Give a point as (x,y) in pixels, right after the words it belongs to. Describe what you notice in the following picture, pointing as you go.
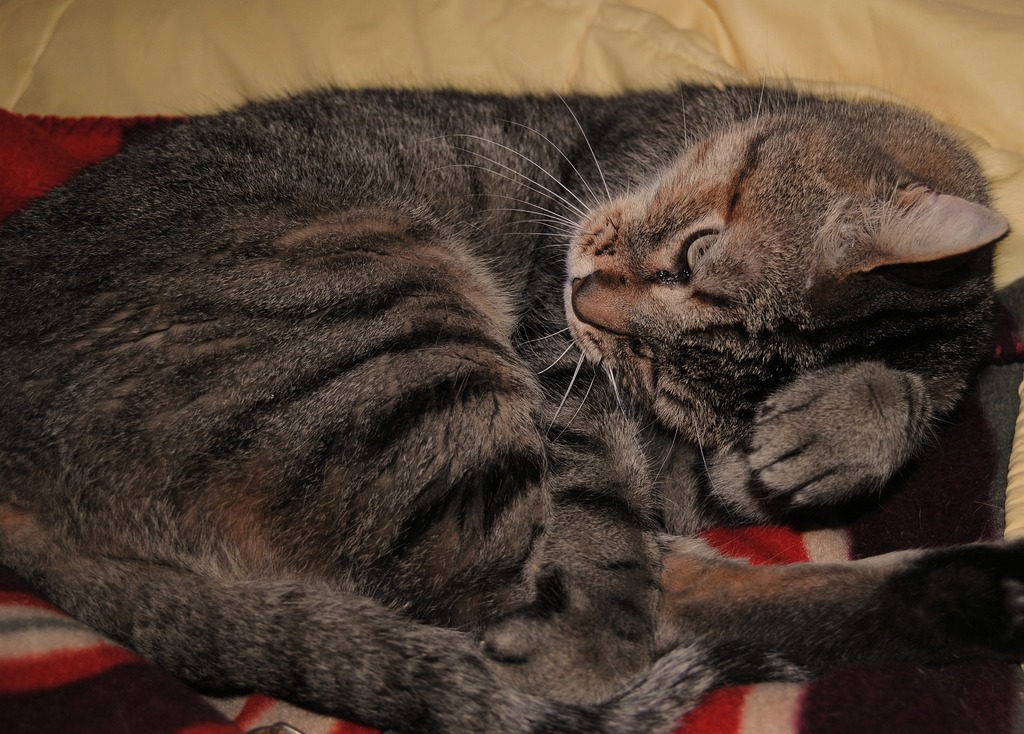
In this image there is a cat (356,335) lying on a blanket (58,652).
